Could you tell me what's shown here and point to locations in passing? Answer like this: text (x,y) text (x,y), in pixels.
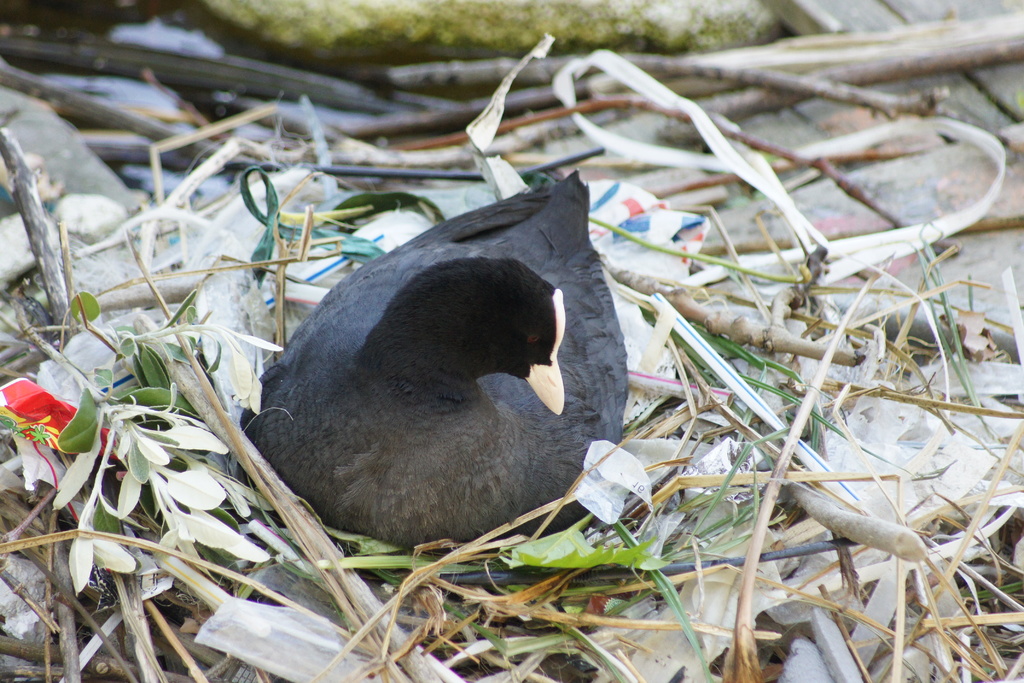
In this picture we can see a bird (469,305), grass (760,378), leaves (206,476), straws (699,335) and objects (262,237).
